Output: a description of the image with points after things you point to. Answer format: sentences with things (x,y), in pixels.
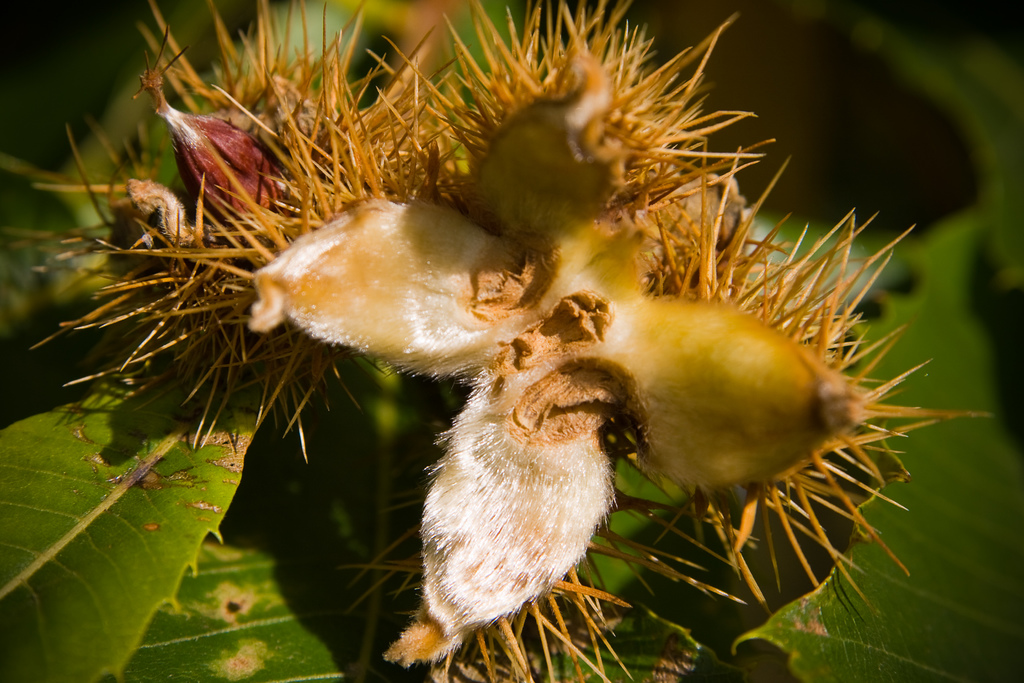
There is a plant (176,540) which is having fruits (199,132) which are having thorns (572,638). On the left side (233,590), there are green color leaves (120,538). And the background (889,62) is blurred.
